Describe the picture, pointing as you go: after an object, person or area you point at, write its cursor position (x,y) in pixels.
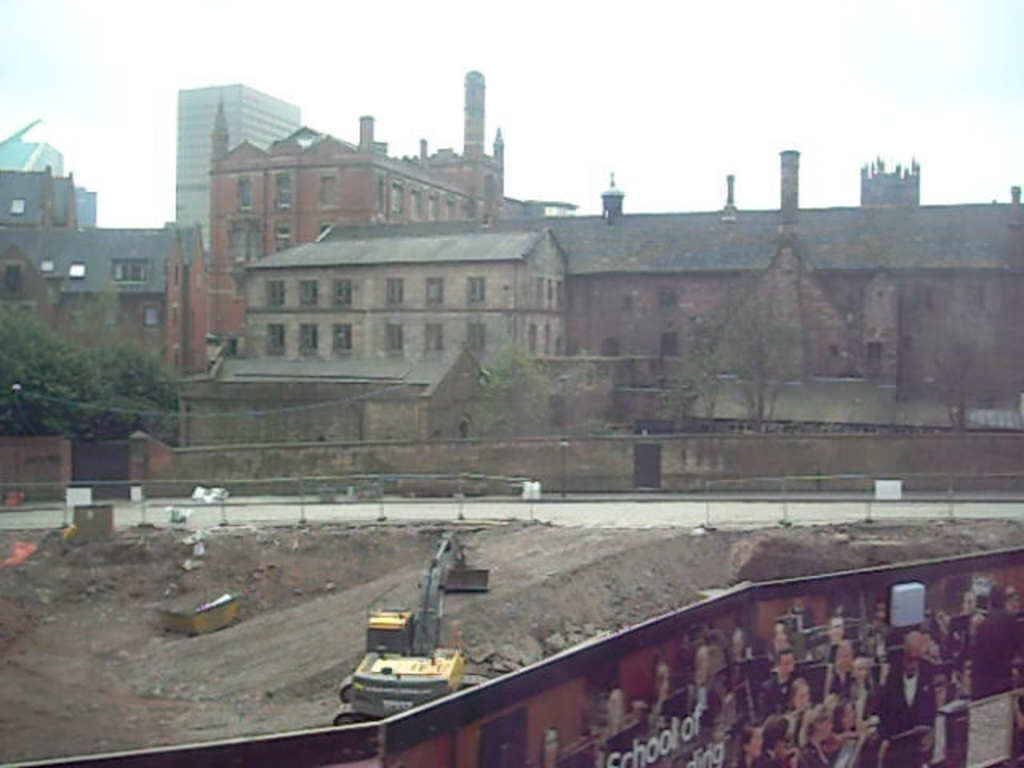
In this image, we can see some buildings (428,285). There are trees (41,391) on the left side of the image (105,387). There is a wall (567,743) and excavator (396,701) at the bottom of the image (394,679). There is a sky (614,61) at the top of the image (577,59).
